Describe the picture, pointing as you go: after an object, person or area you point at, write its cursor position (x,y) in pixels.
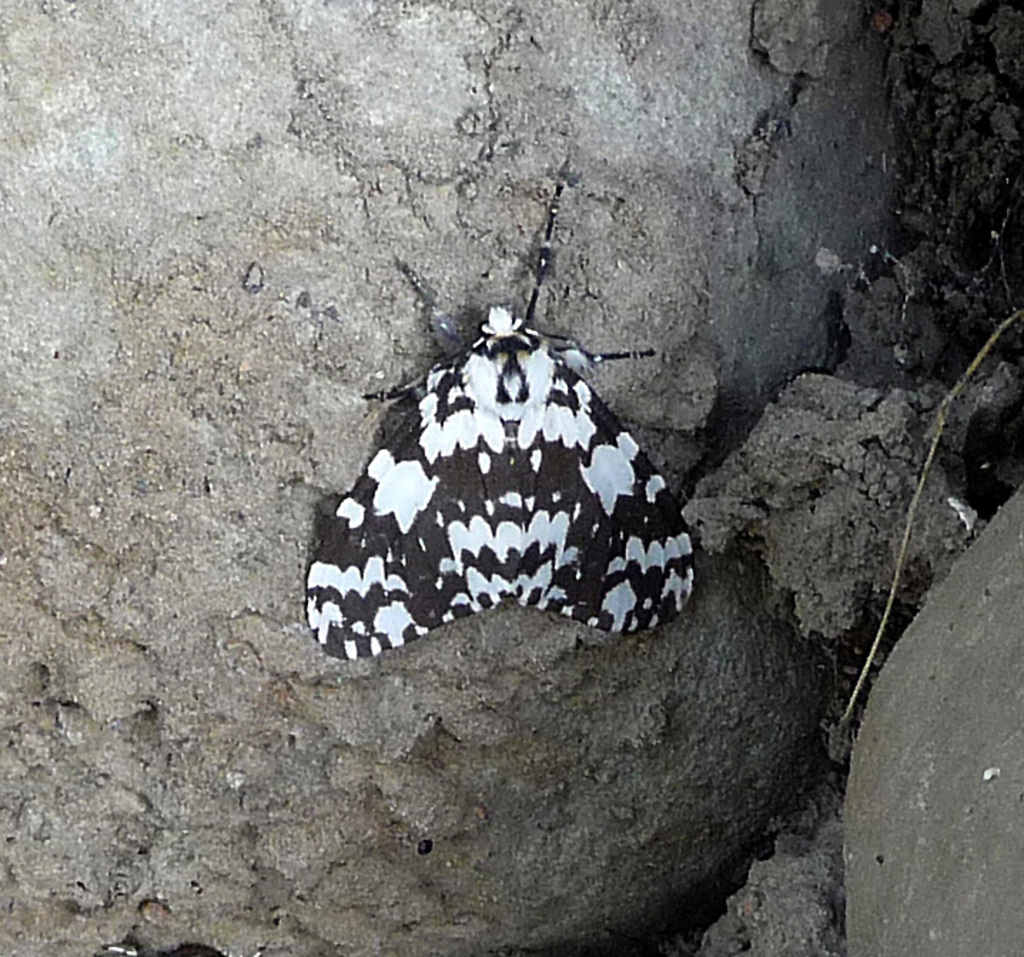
In this image I can see an insect (534,479) is on the rock surface (809,330).
